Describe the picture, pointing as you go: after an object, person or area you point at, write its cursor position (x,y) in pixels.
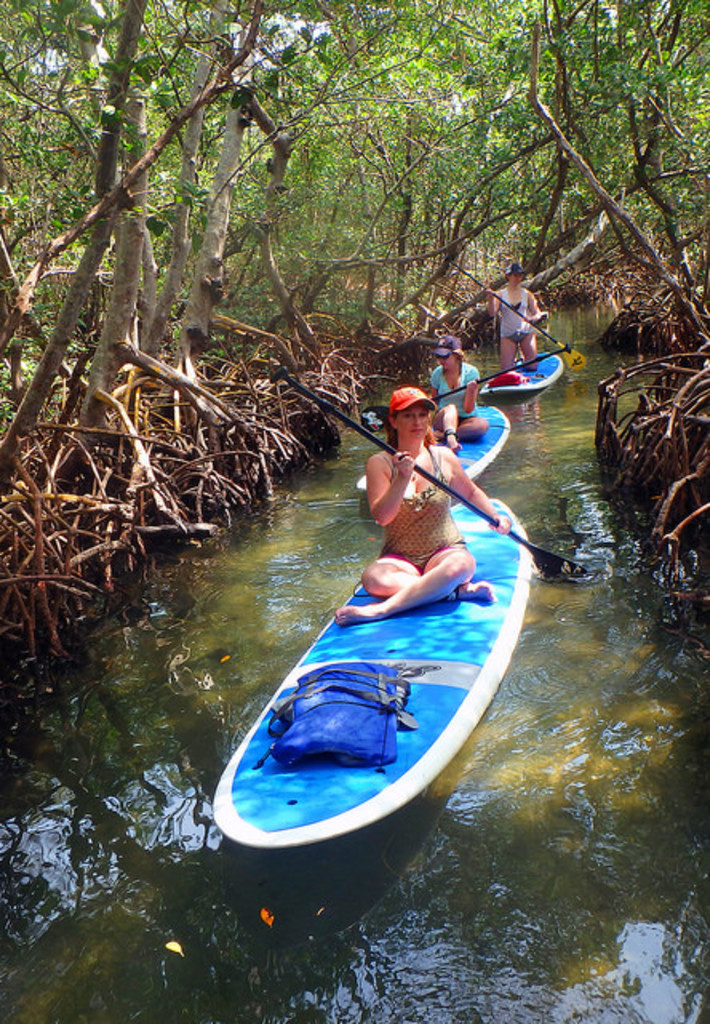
In this image we can see few people (466,420) rowing boats (427,621) on the water (327,549) and there are few trees (414,212) on the left side of the image (203,419).
